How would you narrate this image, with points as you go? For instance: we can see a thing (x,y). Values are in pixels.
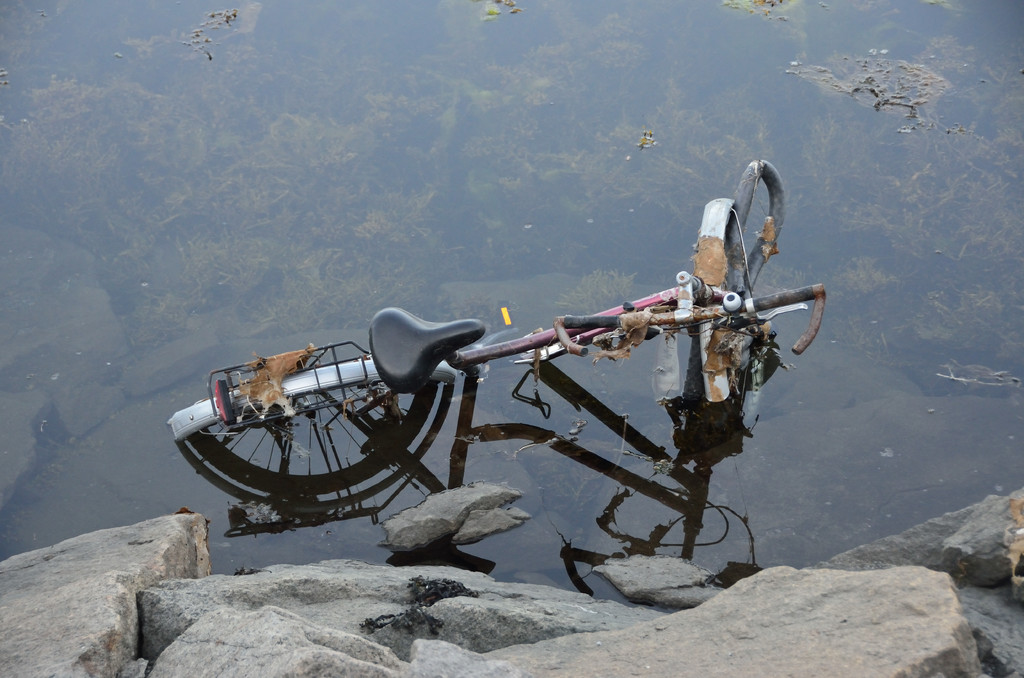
In this image I can see a bicycle (226,407) over here. I can also see few stones (934,605).
